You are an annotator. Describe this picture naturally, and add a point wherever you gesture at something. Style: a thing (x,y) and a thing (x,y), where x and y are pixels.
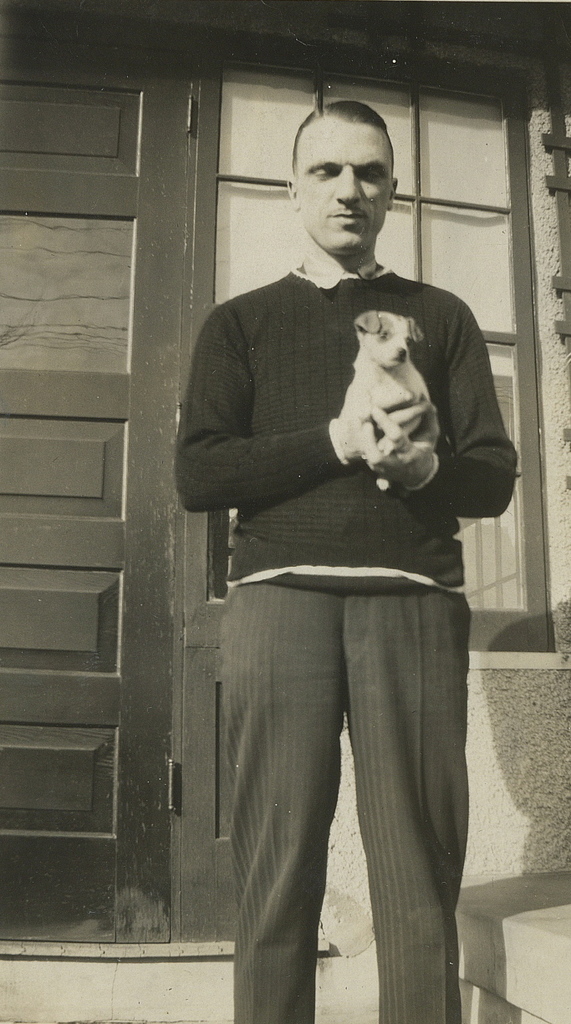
In this image i can see a man (369,577) who is holding a dog (344,403) in his hands (352,431).
